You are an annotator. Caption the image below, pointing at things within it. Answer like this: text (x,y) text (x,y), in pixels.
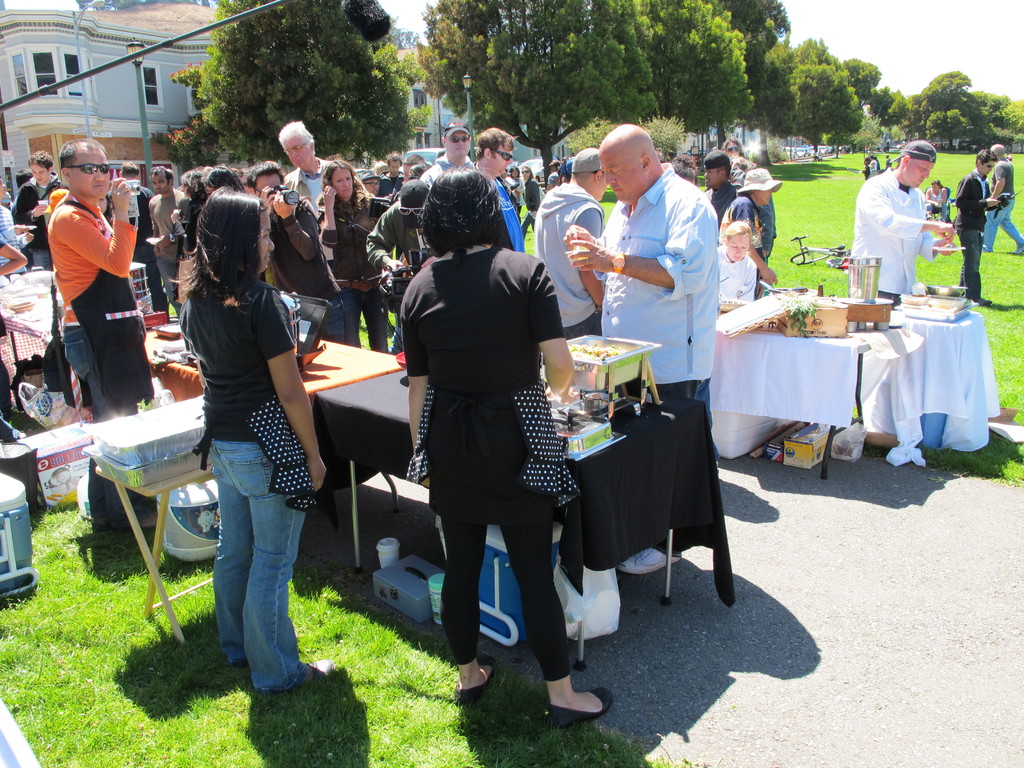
There are group of people (305,183) standing and someone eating a food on table (641,436) and behind them there are trees (355,77) and building (12,43).
